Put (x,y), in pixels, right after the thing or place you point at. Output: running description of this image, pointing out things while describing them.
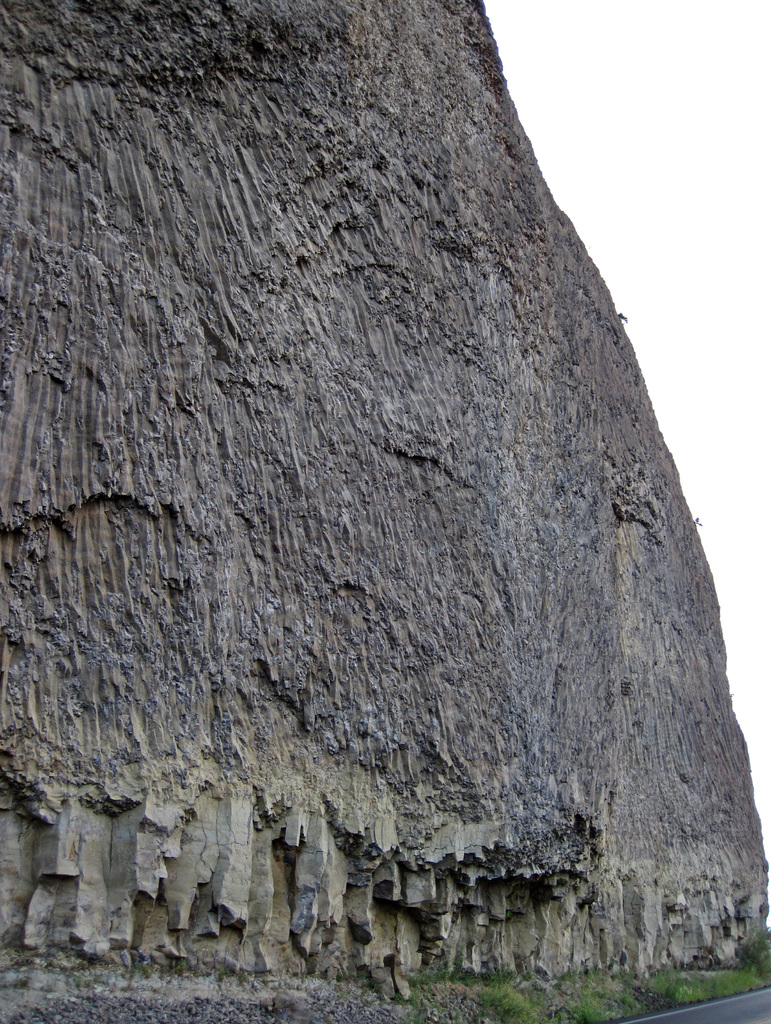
In this image we can see a rock (347,716). At the bottom (679,1007) there is a road (733,1006). In the background (633,232) there is sky (646,296).
